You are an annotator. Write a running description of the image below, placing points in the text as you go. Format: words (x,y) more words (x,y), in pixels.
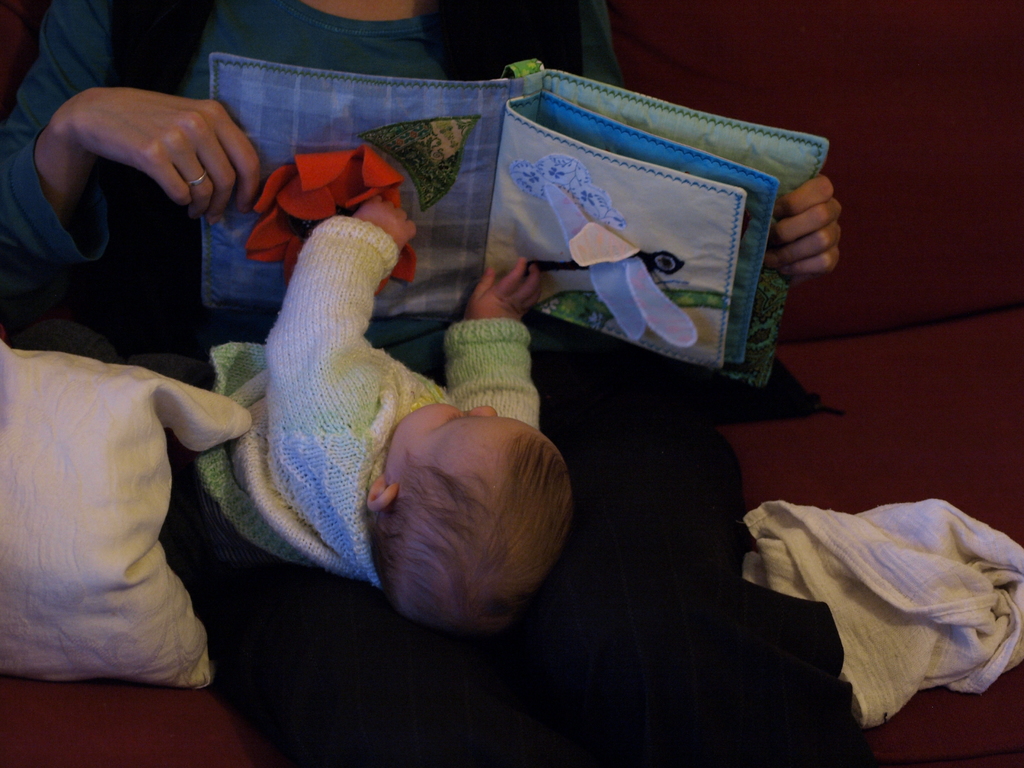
Here we can see a person (362,719) holding a toy (398,173) and a kid (362,447). This is cloth (877,531) and there is a pillow (31,472).
